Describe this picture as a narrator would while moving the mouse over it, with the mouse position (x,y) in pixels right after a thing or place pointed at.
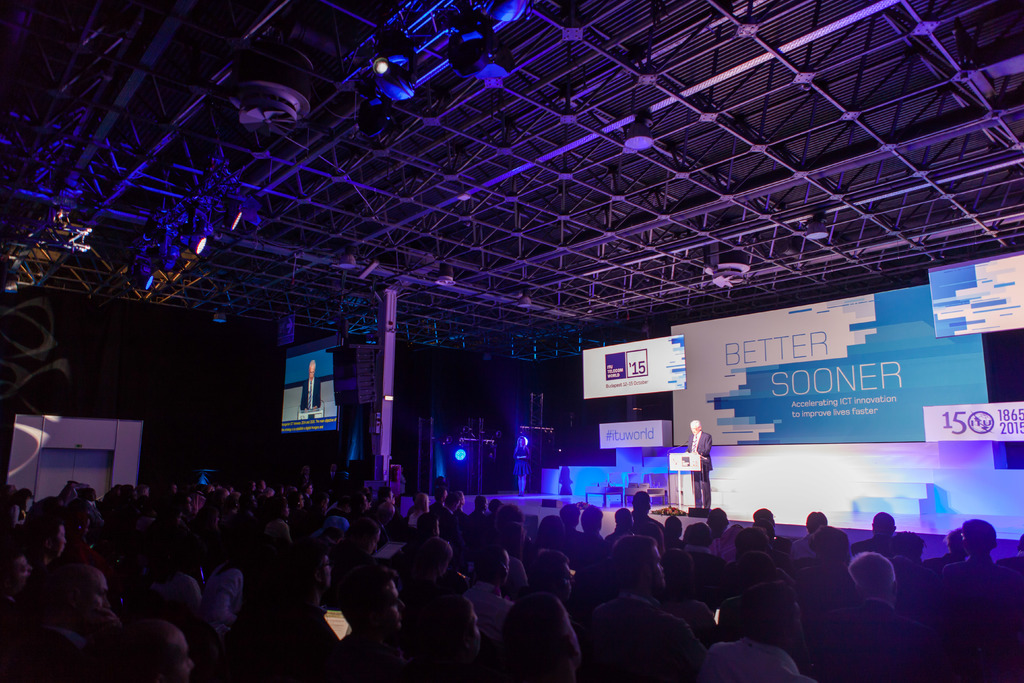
In this image I can see group of people (126,520), background (705,499) I can see a person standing in front of the podium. The person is wearing gray color blazer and white shirt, I can see few banners (803,313) in white and blue color and I can also see a screen (311,357).
